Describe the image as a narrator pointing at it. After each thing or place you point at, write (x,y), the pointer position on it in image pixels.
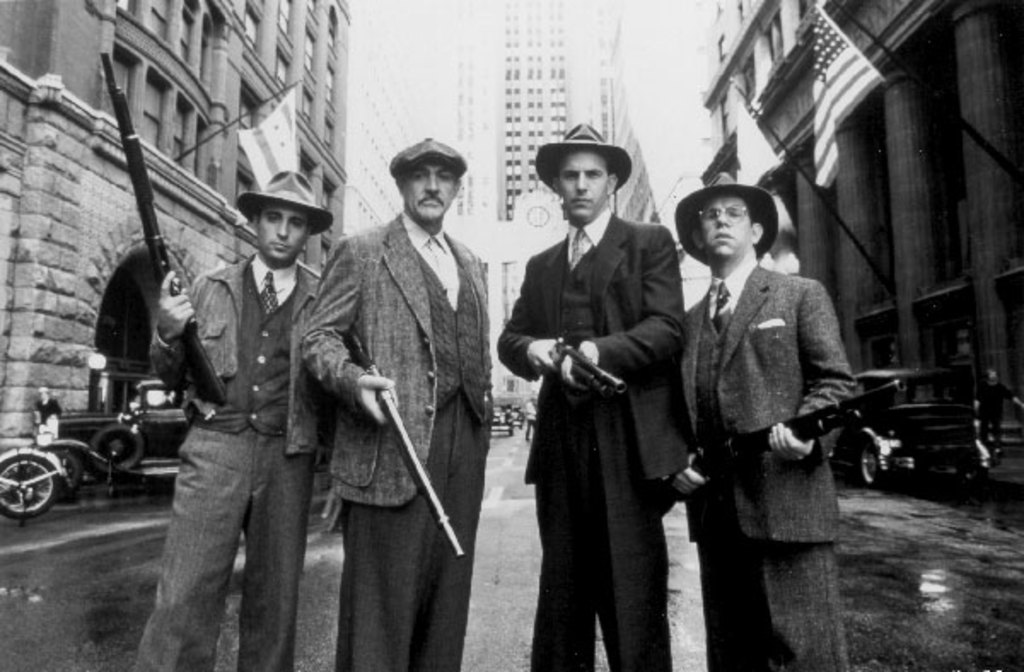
In this picture we can see four men (434,413) are standing and holding guns (190,373), on the right side (887,339) and left side (10,401) there are buildings (888,137), flags (831,111) and cars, it is a black and white image.
